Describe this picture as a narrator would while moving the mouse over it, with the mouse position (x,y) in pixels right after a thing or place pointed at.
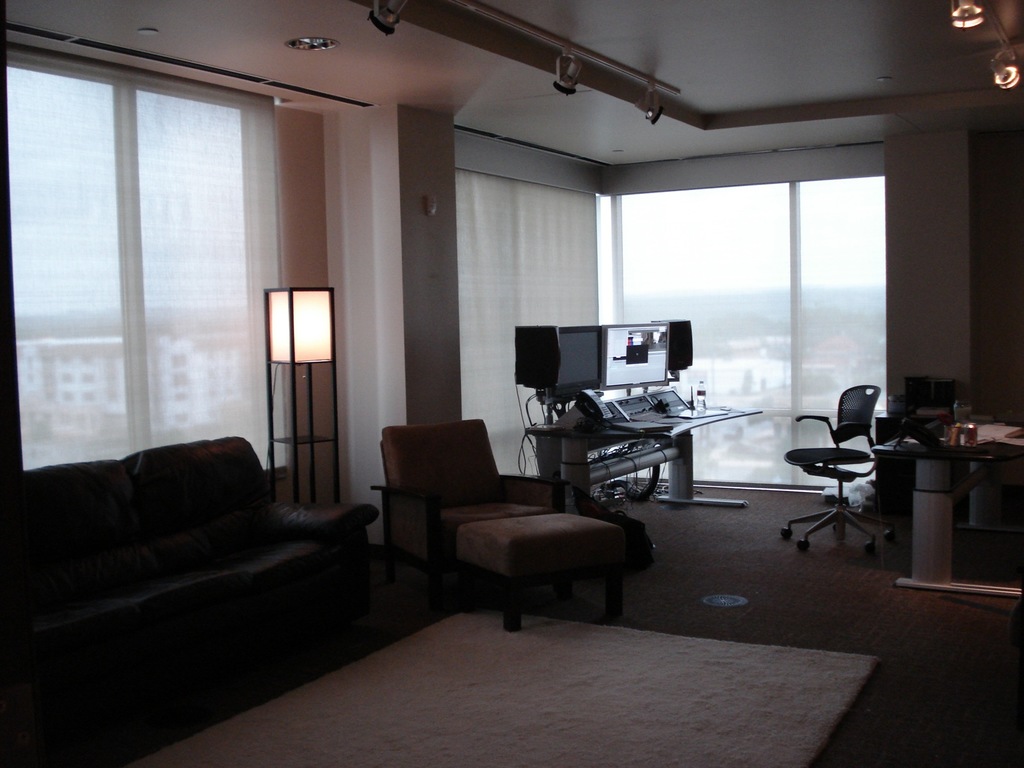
From this window (174,374) we can able to see buildings (761,367). A floor (755,601) with carpet (667,720). On this table (618,432) there are monitors (628,351). Beside this couch (224,550) there is a chair (453,496) and lamp (320,325). On top (1010,81) there are lights (998,66).
